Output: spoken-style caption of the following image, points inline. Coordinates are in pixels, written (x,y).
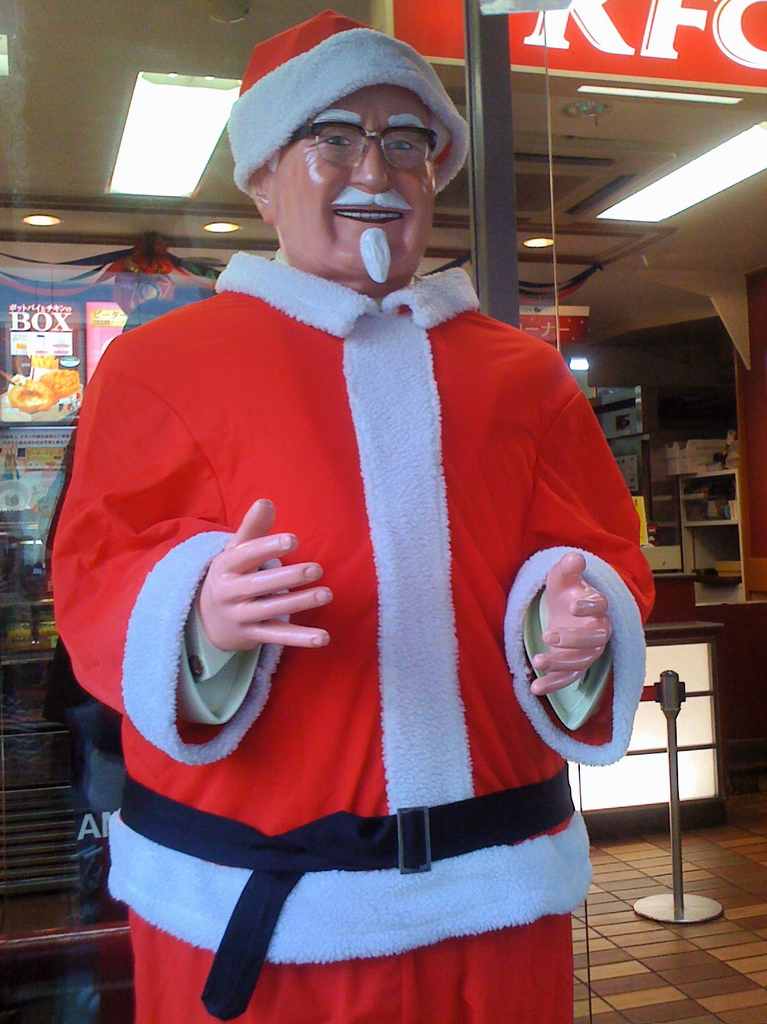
In this picture we can observe a statue (207,668) of a Santa claus (269,662) wearing red and white color dress (353,479). We can observe spectacles (316,143) and a cap (339,87). In the background (55,498) there is a store (165,299).
